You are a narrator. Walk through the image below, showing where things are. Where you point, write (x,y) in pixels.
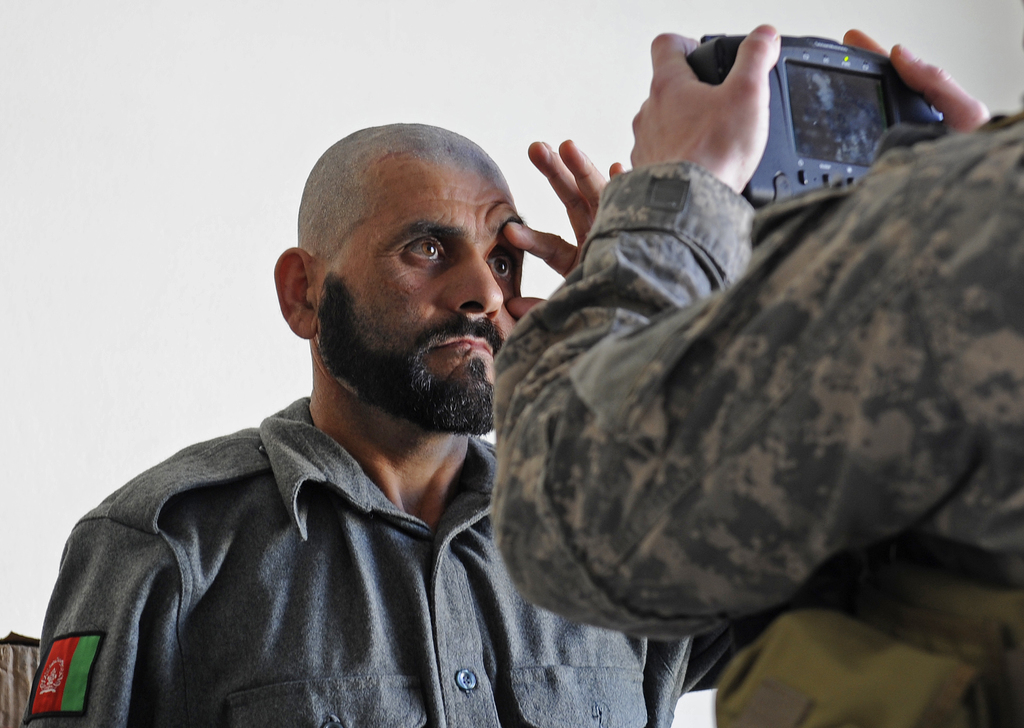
In this image we can see a man (304,264), in front (683,172) a man (520,393) is standing and holding a camera (825,176) in the hands (697,141), the background (377,27) is white.
